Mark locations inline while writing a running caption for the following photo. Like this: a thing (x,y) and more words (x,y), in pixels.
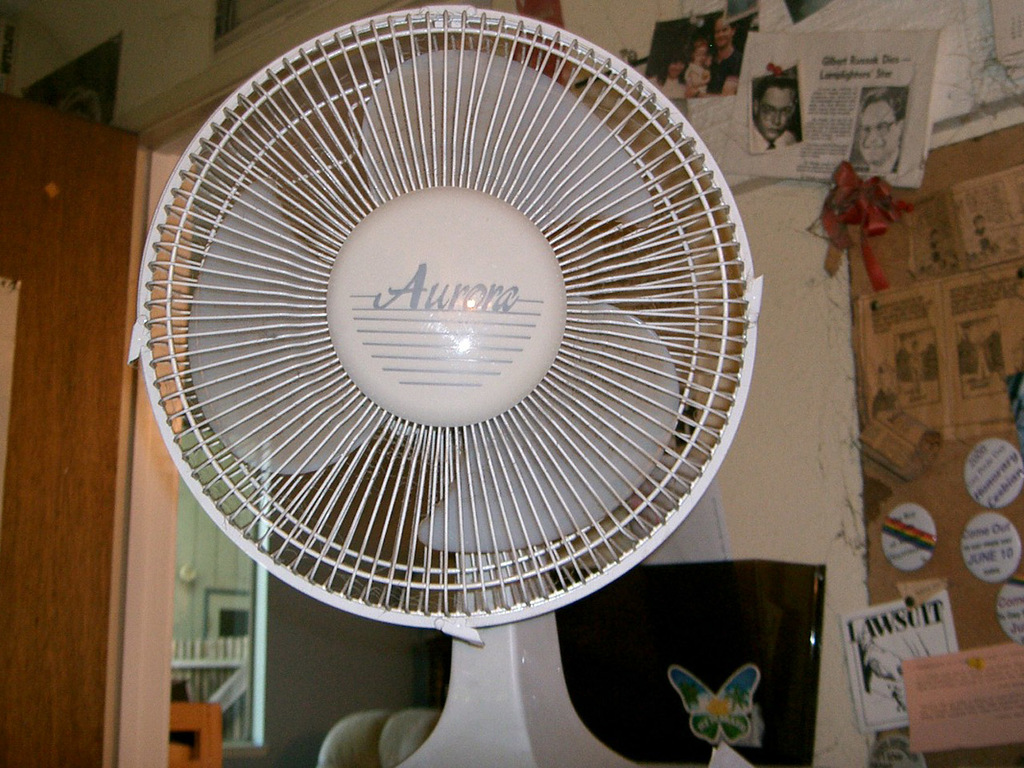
There is a fan (485,400) and this is door (62,401). In the background (109,44) we can see a wall (786,385) and posters (891,153).
